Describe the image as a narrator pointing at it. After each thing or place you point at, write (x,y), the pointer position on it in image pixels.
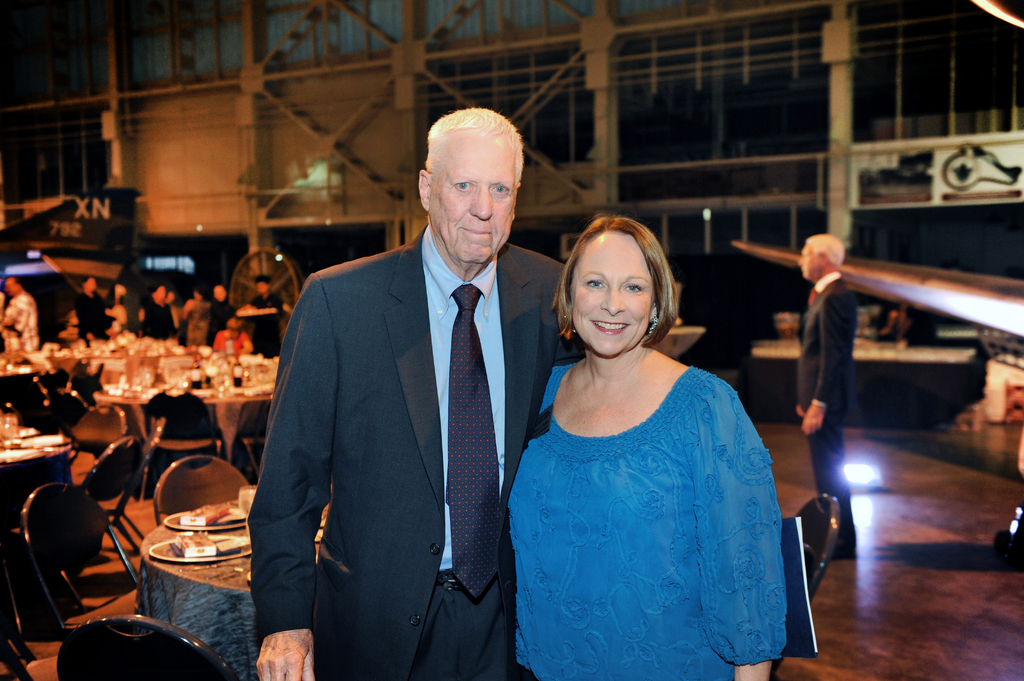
In the image there is an old man (416,442) in suit (382,480) standing beside a woman (655,667) in blue dress (721,413) and in the back (236,656) there are dining tables (54,450) with plates (227,535) and food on it and some people (190,320) standing in the background (226,326).
